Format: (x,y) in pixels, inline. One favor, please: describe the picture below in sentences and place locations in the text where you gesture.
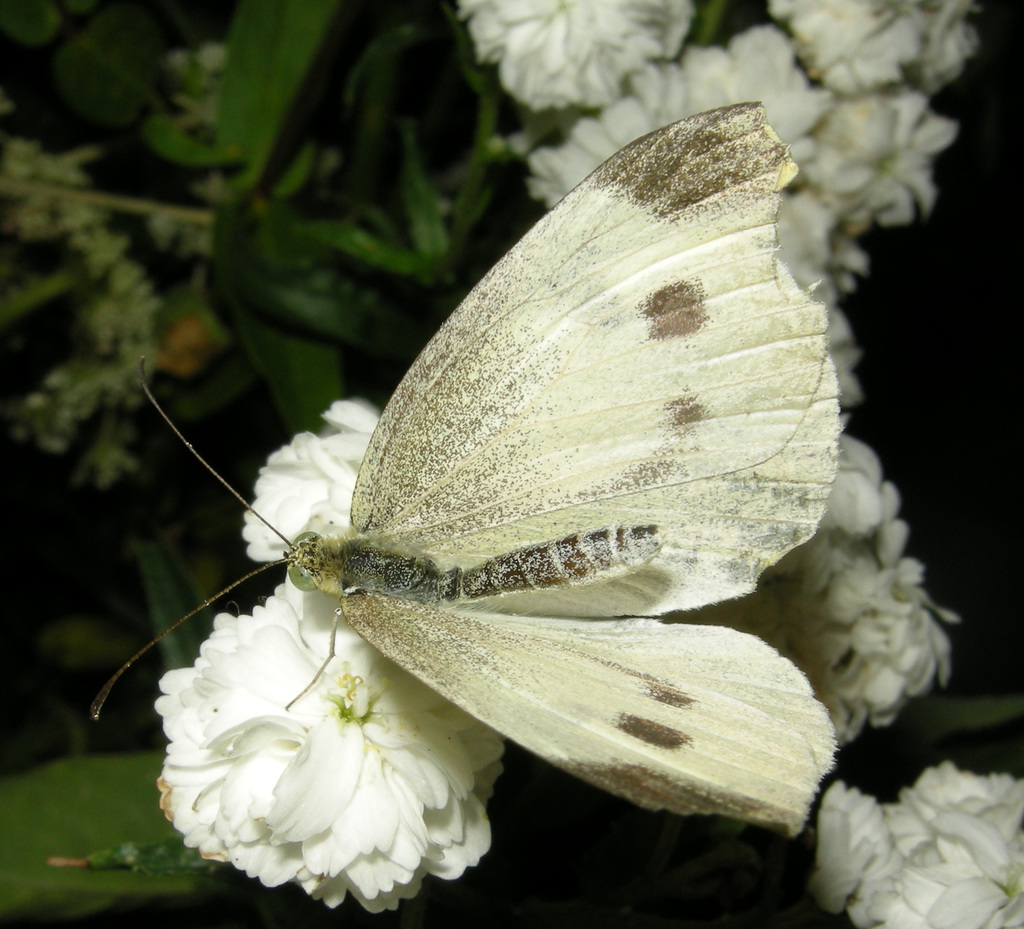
In this image we can see many plants (205,297). There are many flowers (872,166) to the plants (915,873). We can see a butterfly (607,516) sitting on the flower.
